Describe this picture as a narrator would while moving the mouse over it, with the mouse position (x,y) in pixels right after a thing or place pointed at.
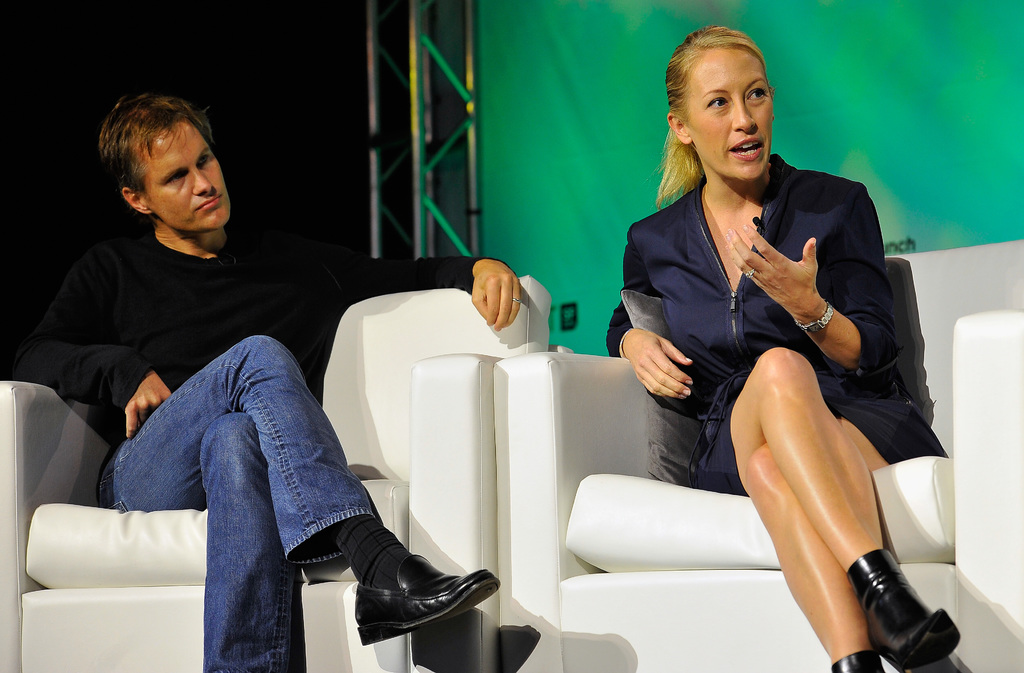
In the image we can see there are two people (845,214) who are sitting on chair (500,622).
